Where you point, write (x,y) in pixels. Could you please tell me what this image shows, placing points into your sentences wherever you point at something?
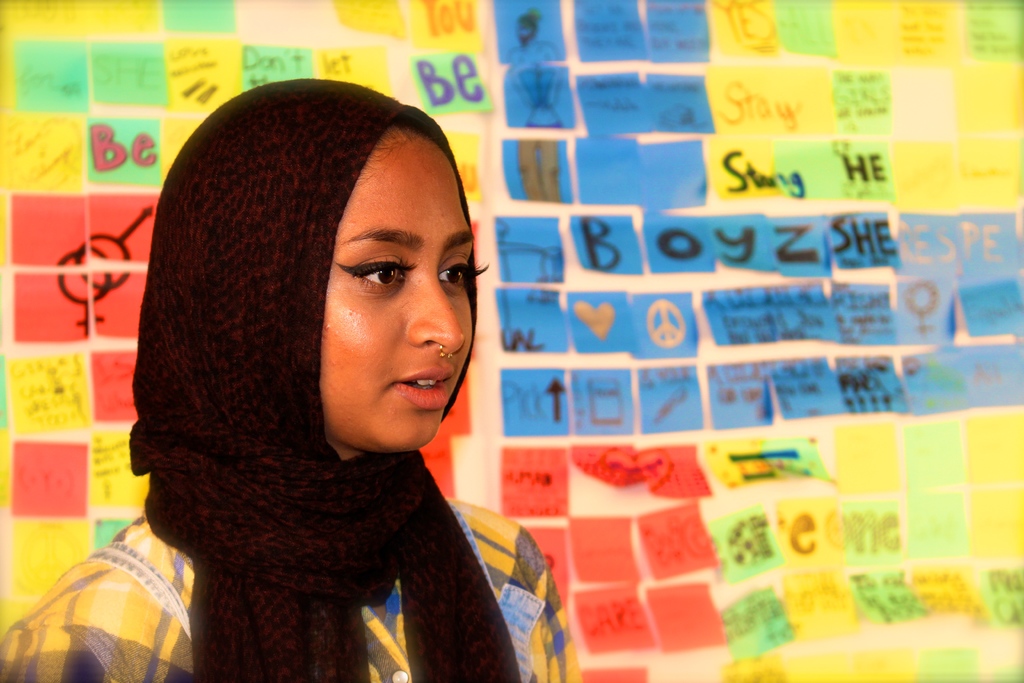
In this image we can see a woman (464,555) on the left side (244,650) and here we can see a scarf (237,351) on her head (291,366). In the background (540,236), we can see the colorful papers (617,229) on the wall (585,213).
